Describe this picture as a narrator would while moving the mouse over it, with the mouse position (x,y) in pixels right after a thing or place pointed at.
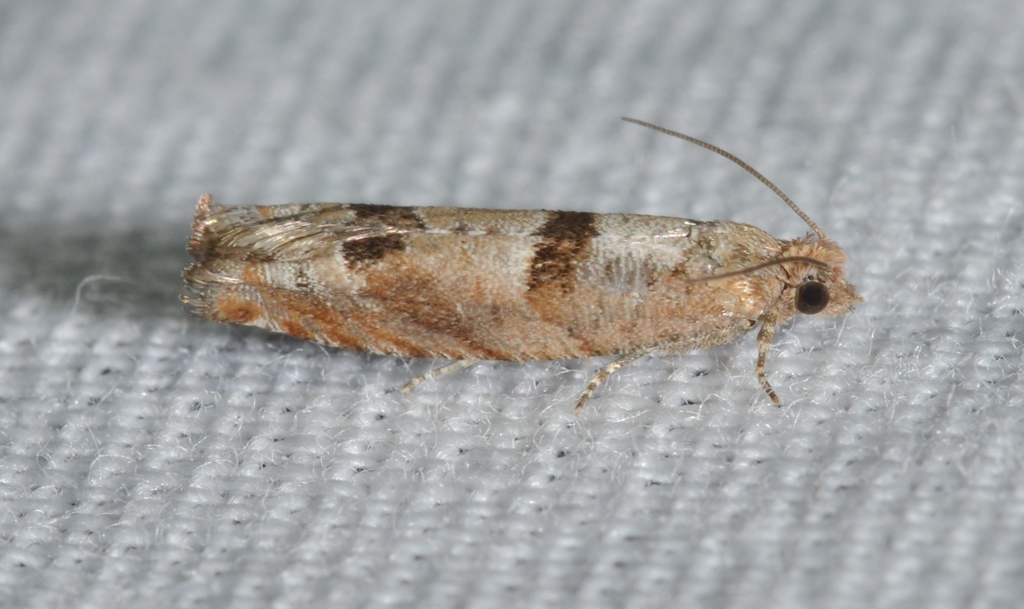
In this image, I can see an insect (842,303) named moth (638,286), which is on a cloth (130,135). This cloth (441,415) looks white in color.
